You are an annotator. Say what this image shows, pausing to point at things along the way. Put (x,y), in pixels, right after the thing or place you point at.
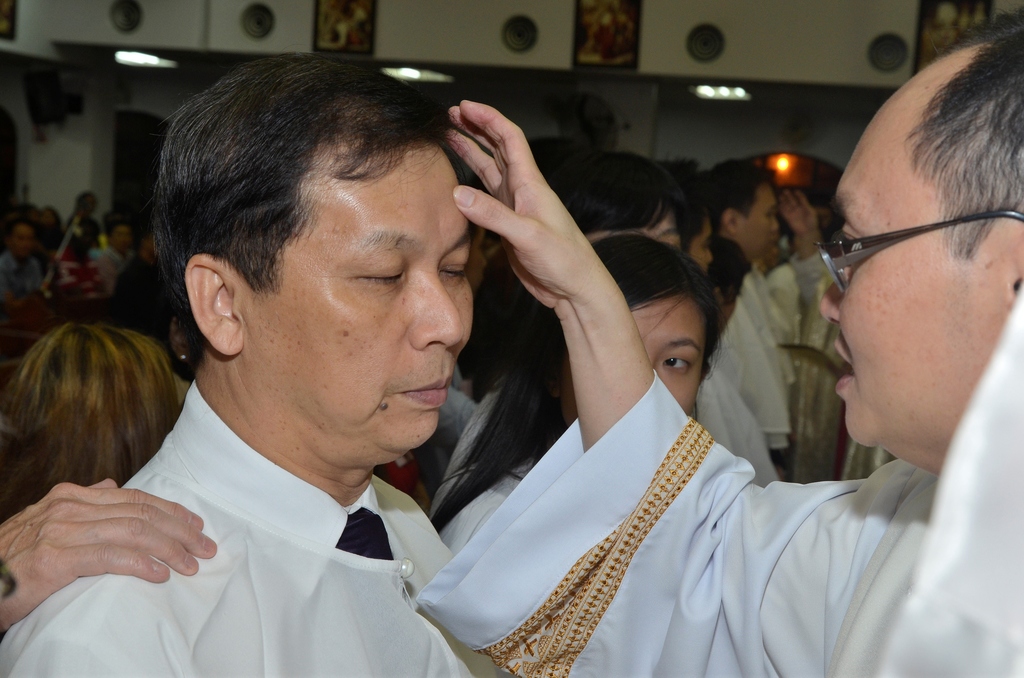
In this image we can see a man (318,625). He is wearing a white color dress (269,615). On the right side of the image (996,299), we can see one more man (951,376). In the background (79,428), we can see so many people (650,329). At the top of the image (566,7), we can see the wall (792,135) and lights (711,94).
